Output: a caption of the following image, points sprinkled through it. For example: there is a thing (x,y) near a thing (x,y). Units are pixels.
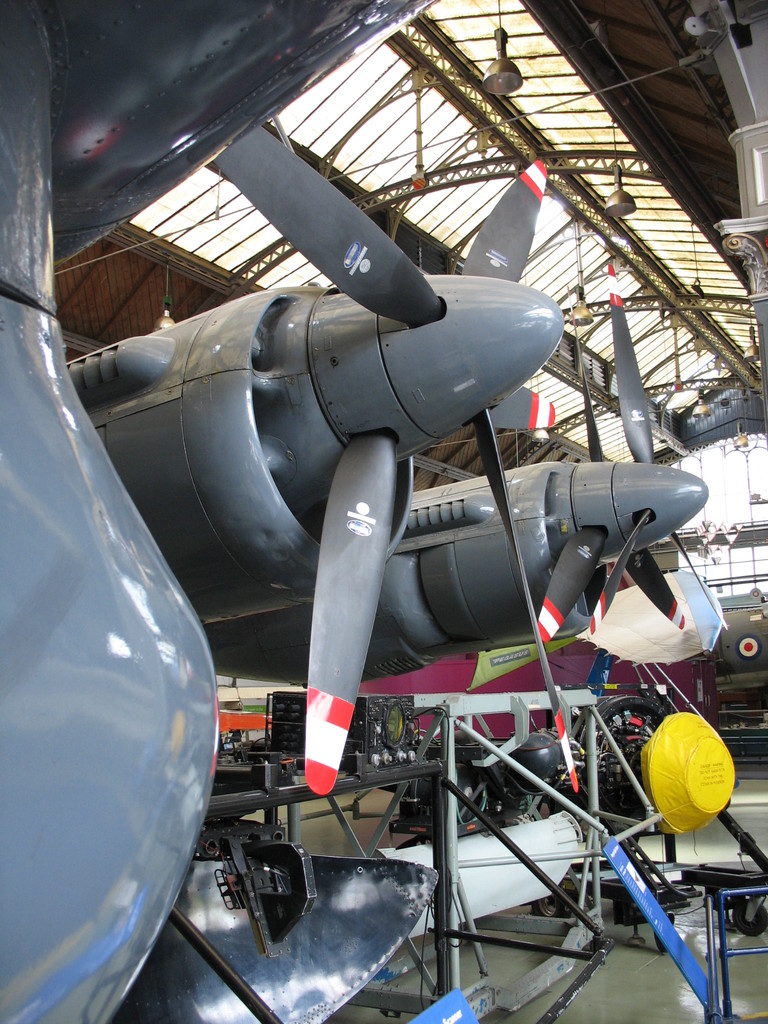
Here in this picture we can see number of aircrafts (310,752) present on the floor (283,813) over there and in the middle (440,348) we can see fans (345,253) of it and on the top (82,301) we can see a shed (199,296) which is covered all over there and we can see lights (612,208) on the roof (728,343) over there.
